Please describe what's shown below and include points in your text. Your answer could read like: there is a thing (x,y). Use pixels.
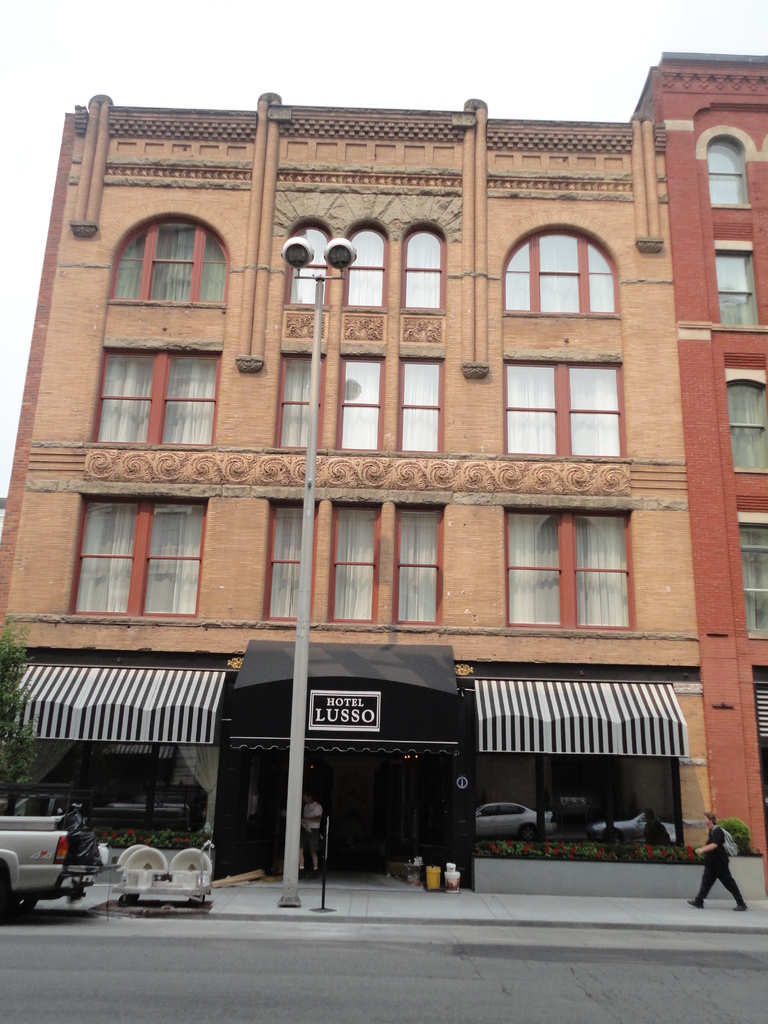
In this image, we can see a building (90,159), there are some windows (528,263) on the building (359,867), there is a pole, we can see a person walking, there is a car (55,859), at the top (303,15) we can see the sky (228,50).
